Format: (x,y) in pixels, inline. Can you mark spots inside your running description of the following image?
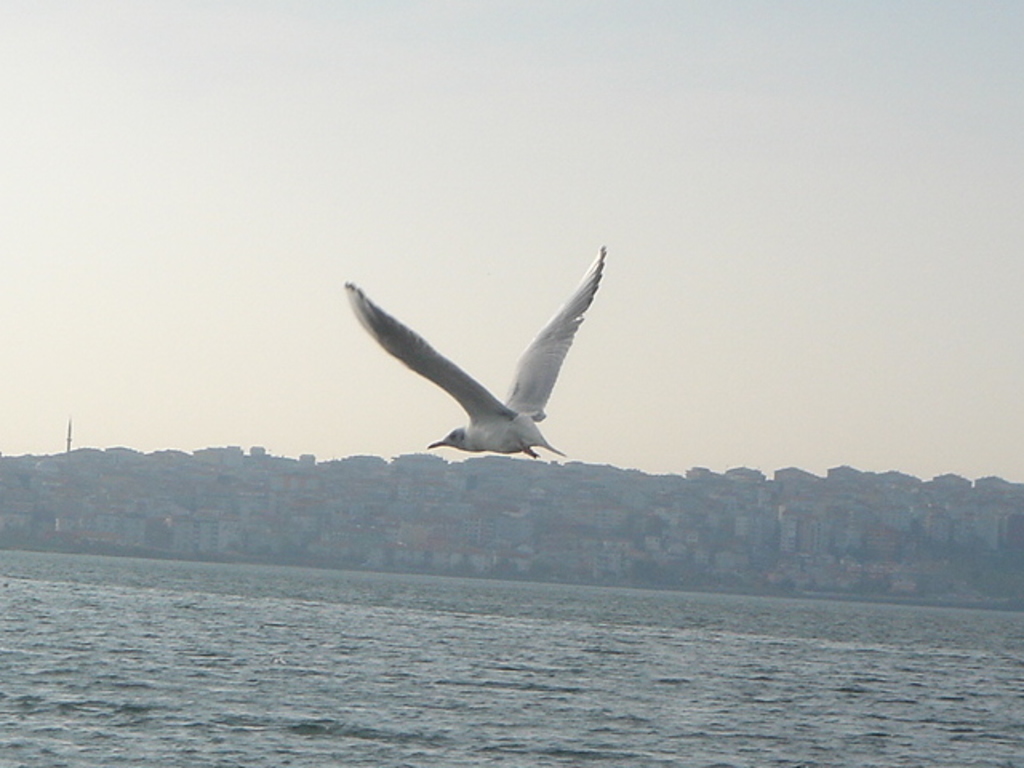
In the foreground of this image (435,351), there is a white bird (458,382) in the air (553,128). On the bottom (383,686), there is water (400,728). In the background (484,506), there are buildings (484,506) and the sky (545,144).
